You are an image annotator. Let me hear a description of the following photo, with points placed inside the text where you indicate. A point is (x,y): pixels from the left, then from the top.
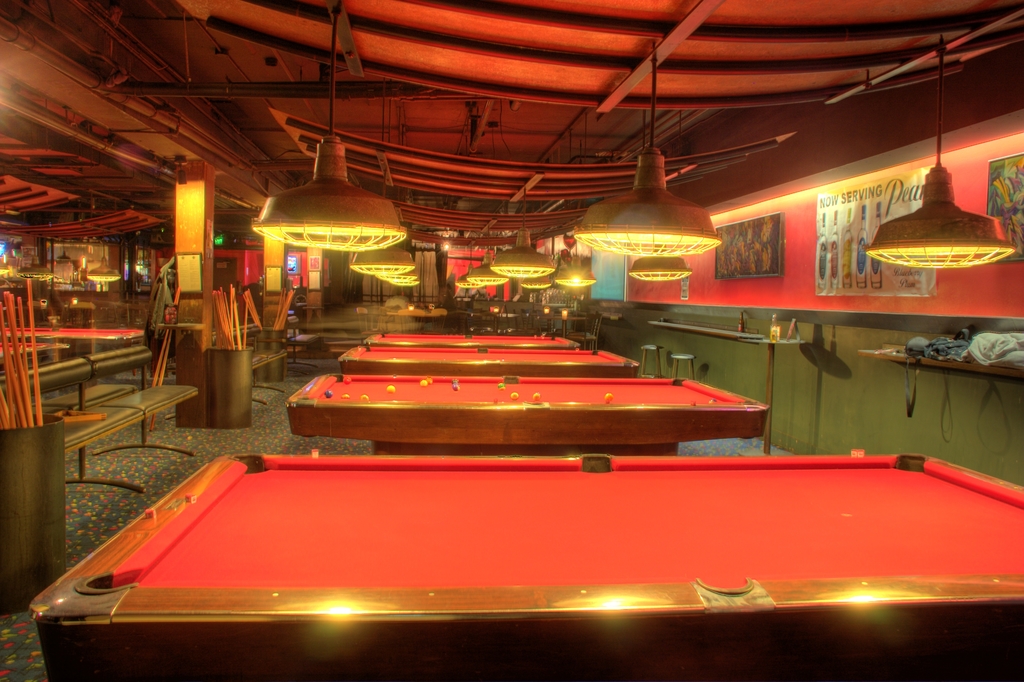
This image is clicked in a room (947,280) where there are so many snooker pool boards (531,455). There are balls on it. There are lights (915,224) in the middle (674,263). There are some photo frames (737,247) and papers (862,250) pasted in the right side (757,246).
